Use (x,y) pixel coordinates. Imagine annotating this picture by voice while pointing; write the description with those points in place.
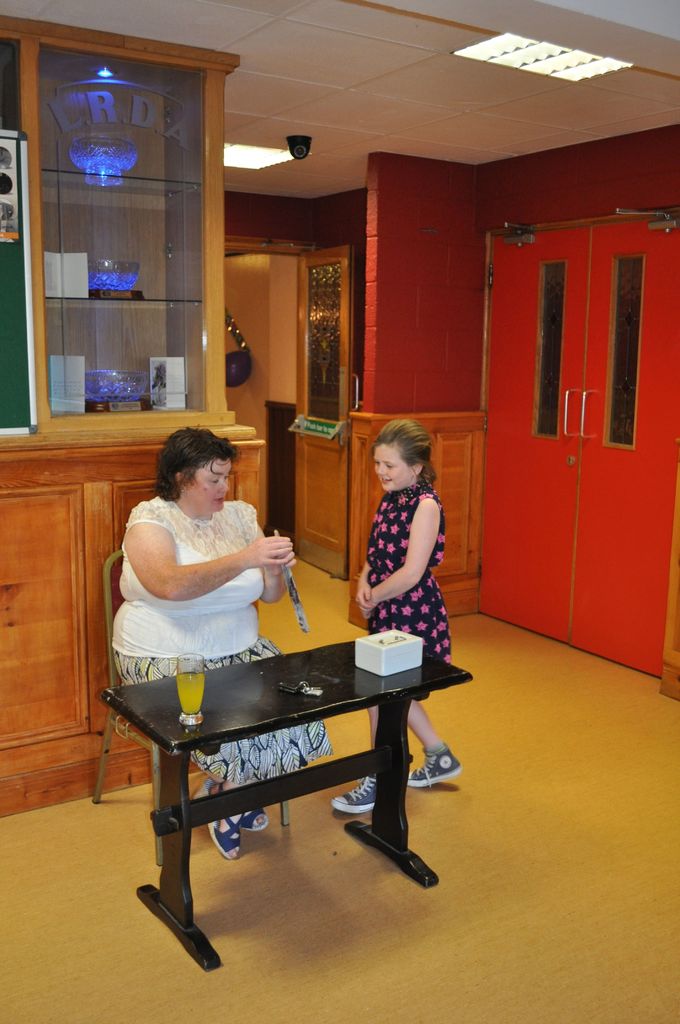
In this image we can see this woman (273,597) wearing white dress (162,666) is sitting on the chair (111,659) and this child (415,518) wearing black dress (398,555) is standing on the wooden surface (428,904). Here we can see a table (156,723) on which we can see glass (185,704) and some object (405,656) are kept. In the background (81,557), we can see the wooden cupboard (88,467) in which some objects (156,401) are kept, we can see door (608,395), CC cameras (296,155) and ceiling lights (591,60) here.
